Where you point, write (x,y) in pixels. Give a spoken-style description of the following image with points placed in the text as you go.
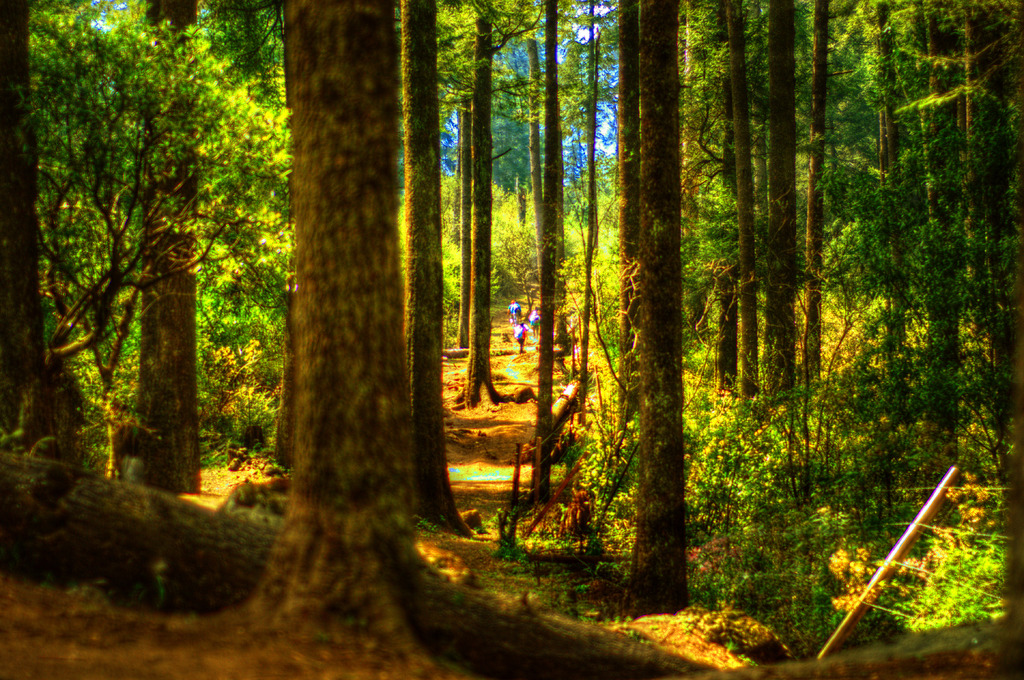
In this image I can see number of trees (881,243), a pole (916,533), few wires (890,609) and over there I can see few people (521,332) are standing.
